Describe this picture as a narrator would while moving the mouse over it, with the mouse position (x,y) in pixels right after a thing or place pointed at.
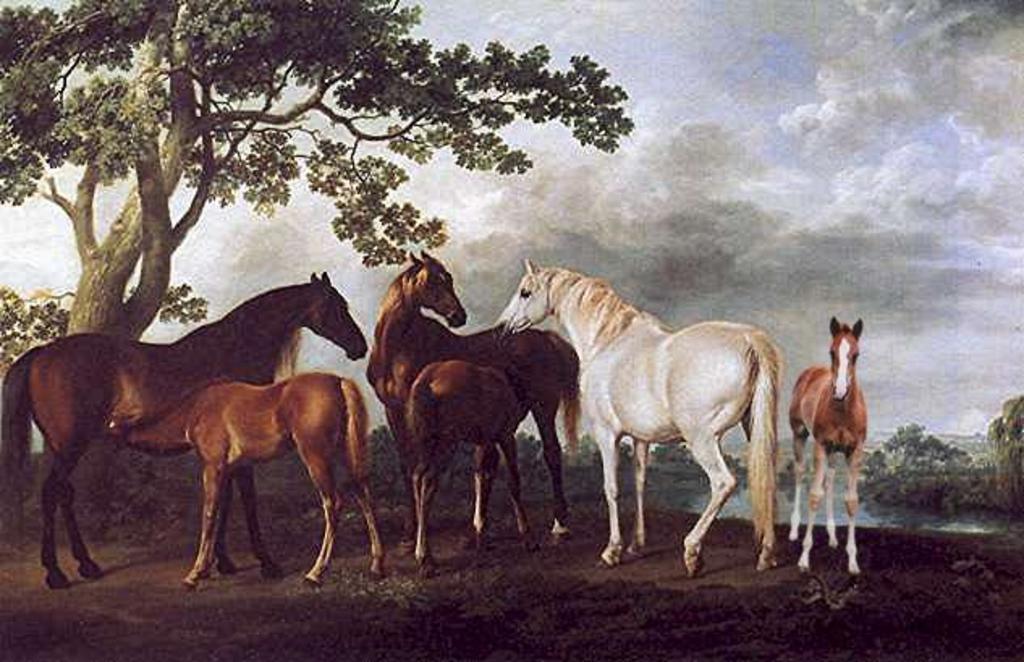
In this picture I can observe horses (487,395). They are in brown and white colors. On the left side (109,121) there is a tree (256,171). In the background (551,169) there are some clouds (707,207) in the sky (761,206).
